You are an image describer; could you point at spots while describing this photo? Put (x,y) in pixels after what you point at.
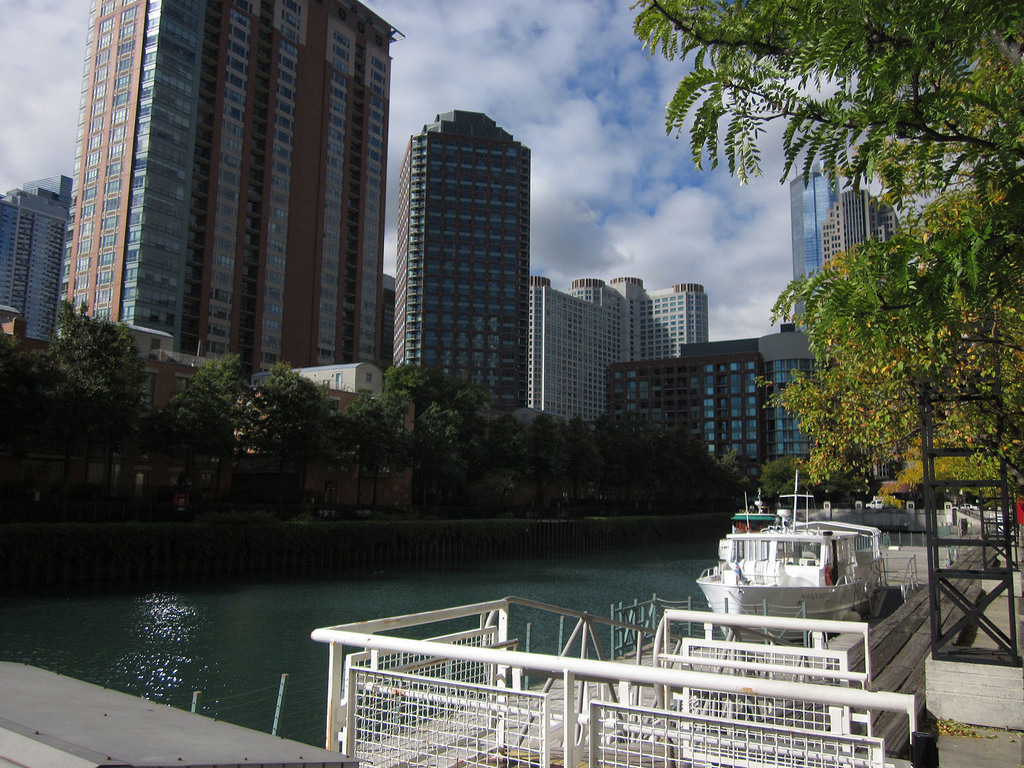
In this image we can see buildings (226,242), ship (780,514) on the water (336,595), trees (484,458), iron grills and sky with clouds (666,173).
